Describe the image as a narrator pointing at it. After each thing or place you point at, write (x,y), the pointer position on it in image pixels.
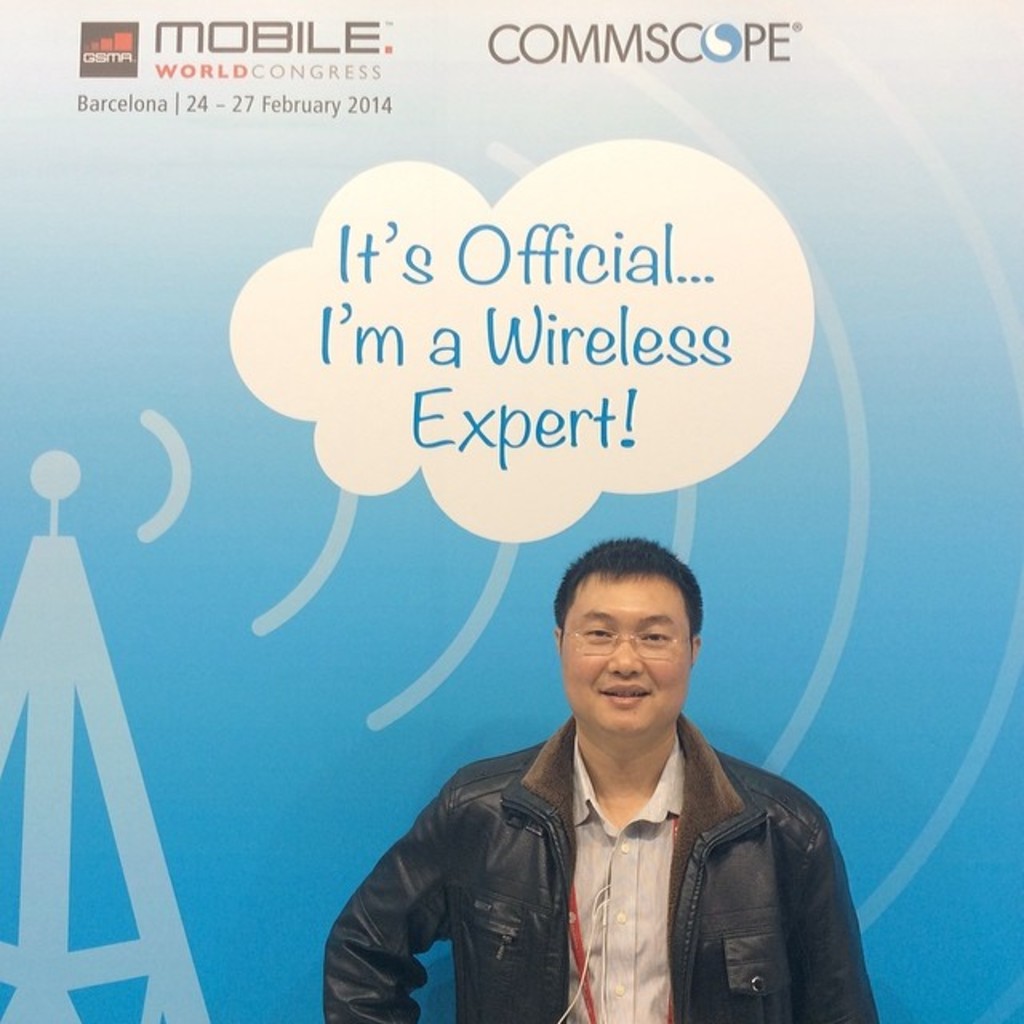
In this image we can see a man (787,1013) wearing a black jacket (460,843) and spectacles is standing here and smiling. In the background (100,596), we can see a board (93,344) or banner (173,242) which is in blue and white color on which we can see some text (696,39).
